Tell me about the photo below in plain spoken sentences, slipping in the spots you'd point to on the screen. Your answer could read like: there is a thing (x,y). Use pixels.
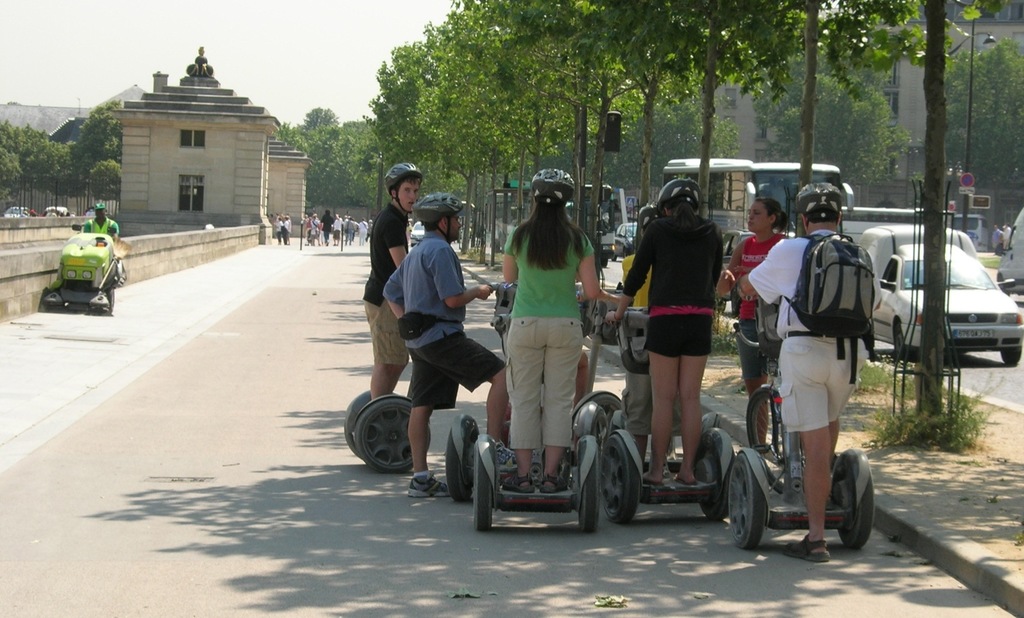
In this image, we can see a group of people (695,417). Few (542,408) are on the segway (652,484). At the bottom (294,434), we can see a walkway (323,522). In the background (955,268), we can see few vehicles (955,279), trees (928,275), buildings (879,189), poles (967,129), sign boards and few people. Top of the image (227,26), there is a sky (152,36).
